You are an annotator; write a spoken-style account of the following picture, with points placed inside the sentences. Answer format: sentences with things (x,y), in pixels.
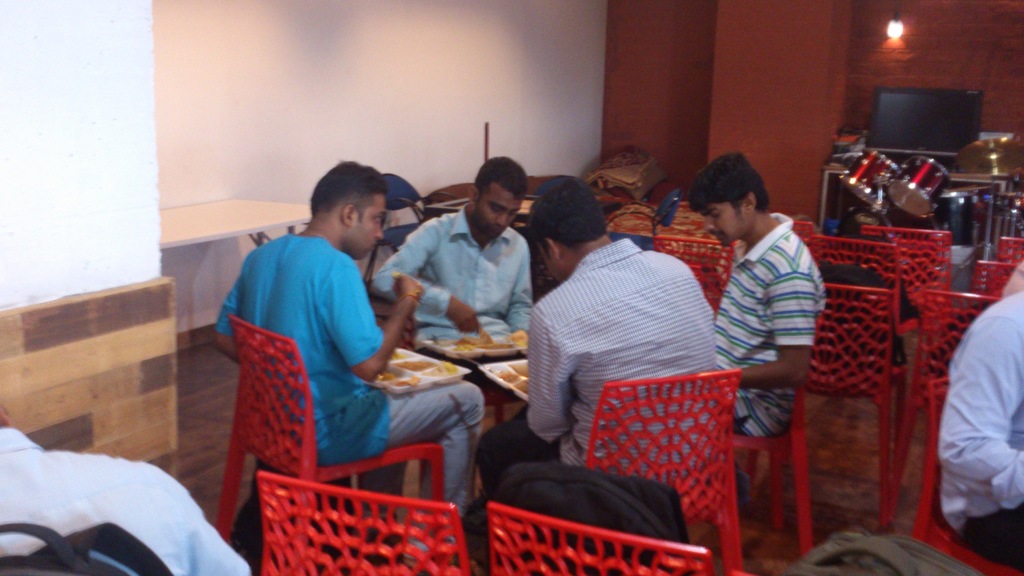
In this picture, we can see a group of people (533,358) sitting on chairs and holding the plates (501,336) and behind the people (501,276) there are chairs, drums (905,189), cymbal (1000,147) and a wall (788,76) with a light (894,23).
